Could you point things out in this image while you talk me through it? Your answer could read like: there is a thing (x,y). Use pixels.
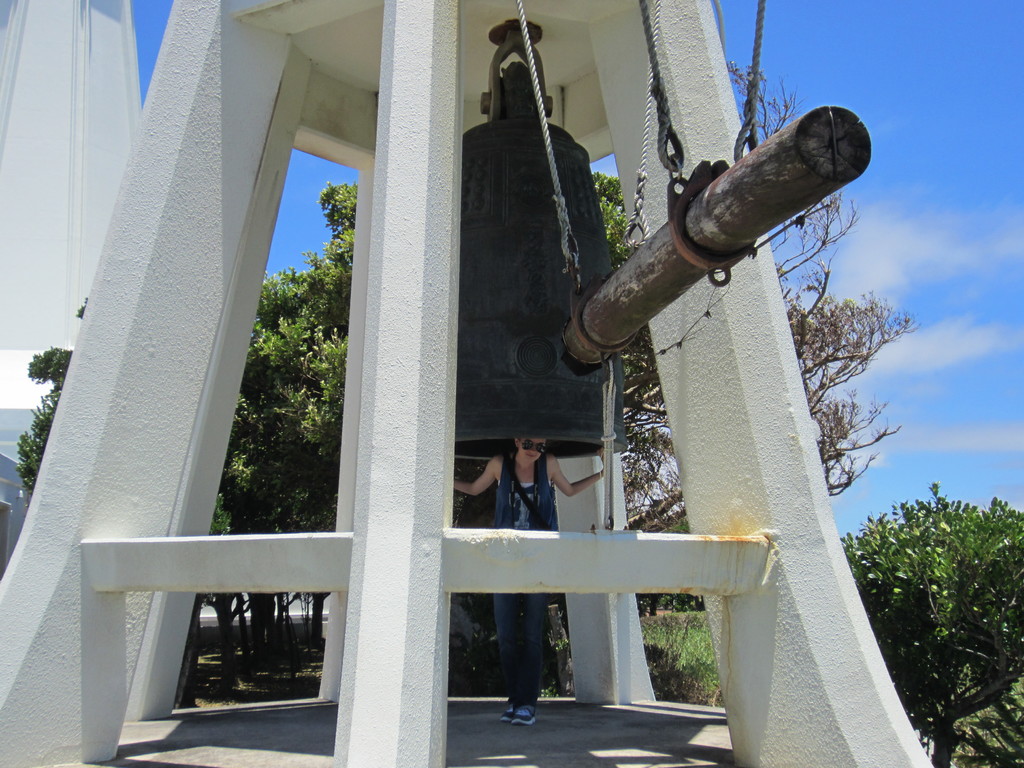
In the center of the image (669,279) we can see bell (475,221), person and stick (773,205). In the background (864,107) we can see building (48,305), trees (235,429), plants (682,648), sky (911,189) and clouds (867,254).
